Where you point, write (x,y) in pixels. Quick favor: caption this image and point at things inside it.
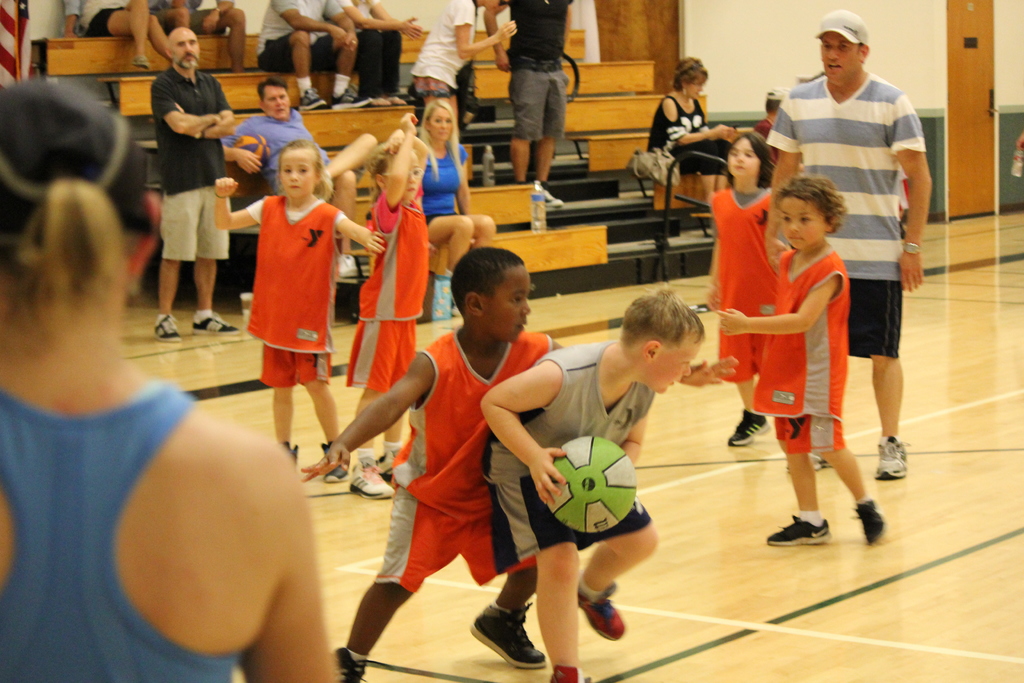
This is an inside view. Here I can see few children (362,298) wearing t-shirts (387,306), shorts (495,558) and playing with the ball (618,487) on the floor (870,638). On the right side (888,198) there is a man (858,237) wearing t-shirt (869,172), short (899,355), cap (836,15) on the head (842,58), standing and looking at the children (575,418). In the background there are few people (386,81) sitting on the stairs (476,202). In the top right (980,87) there is a door (979,136) to the wall (915,44).
